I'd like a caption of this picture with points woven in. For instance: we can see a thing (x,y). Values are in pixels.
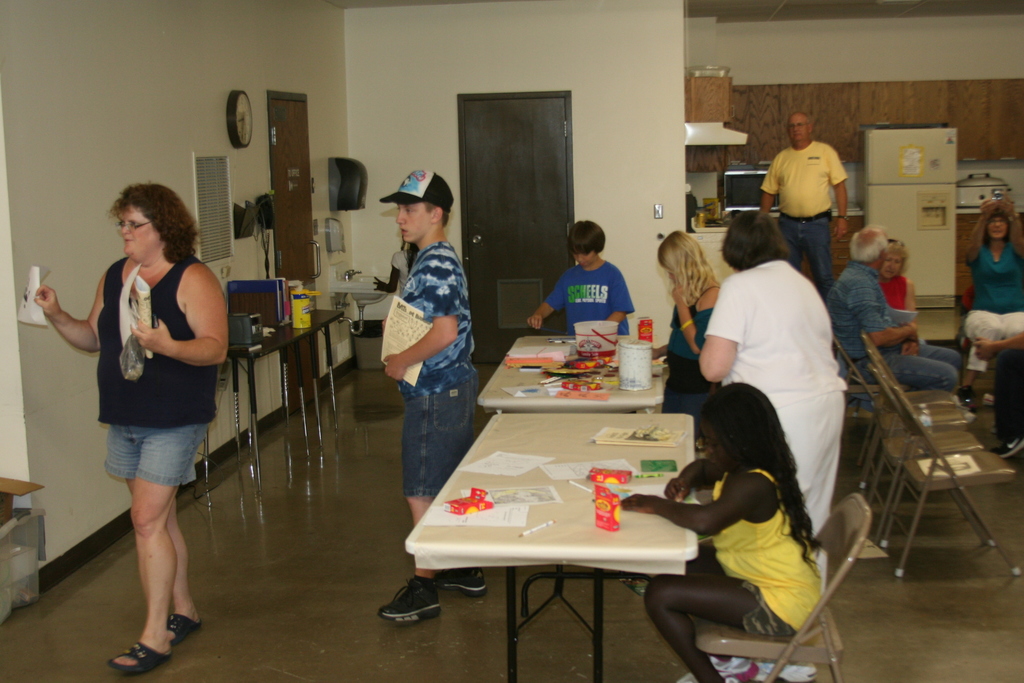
In this image we can see this people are sitting on the chairs (925,485) and this people (810,155) are standing. There are many things (617,474) placed on the table (581,524). We can see microwave (744,197), refrigerator (886,194), door (527,213) and wall clock (239,139) in the background (234,123).
